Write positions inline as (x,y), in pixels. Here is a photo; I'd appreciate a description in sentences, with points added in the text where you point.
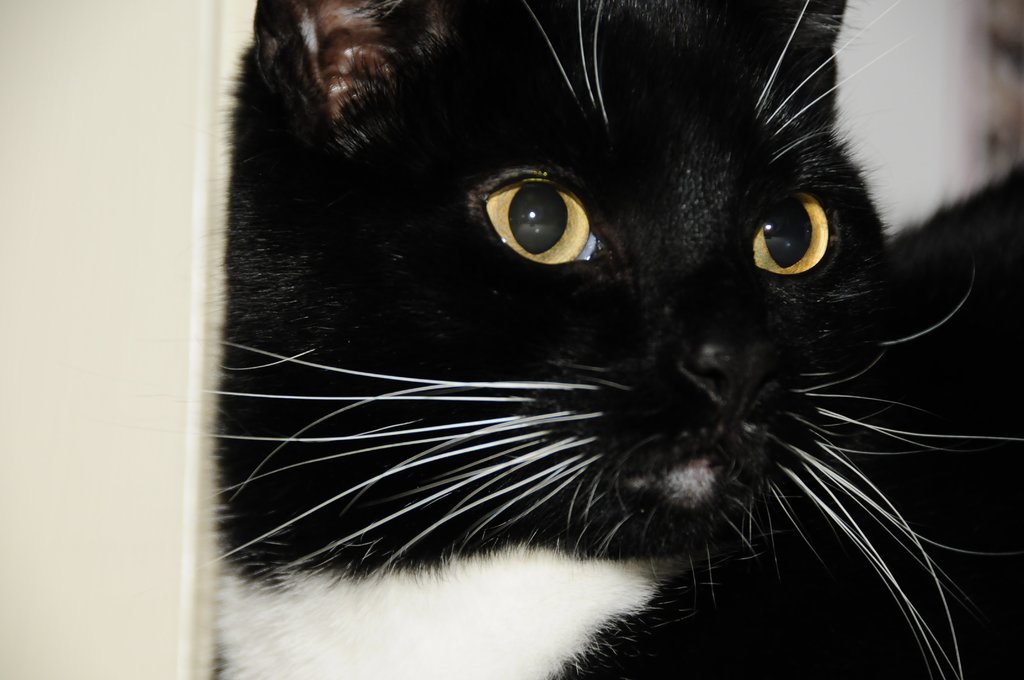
In this image we can see a black cat (621,365).
